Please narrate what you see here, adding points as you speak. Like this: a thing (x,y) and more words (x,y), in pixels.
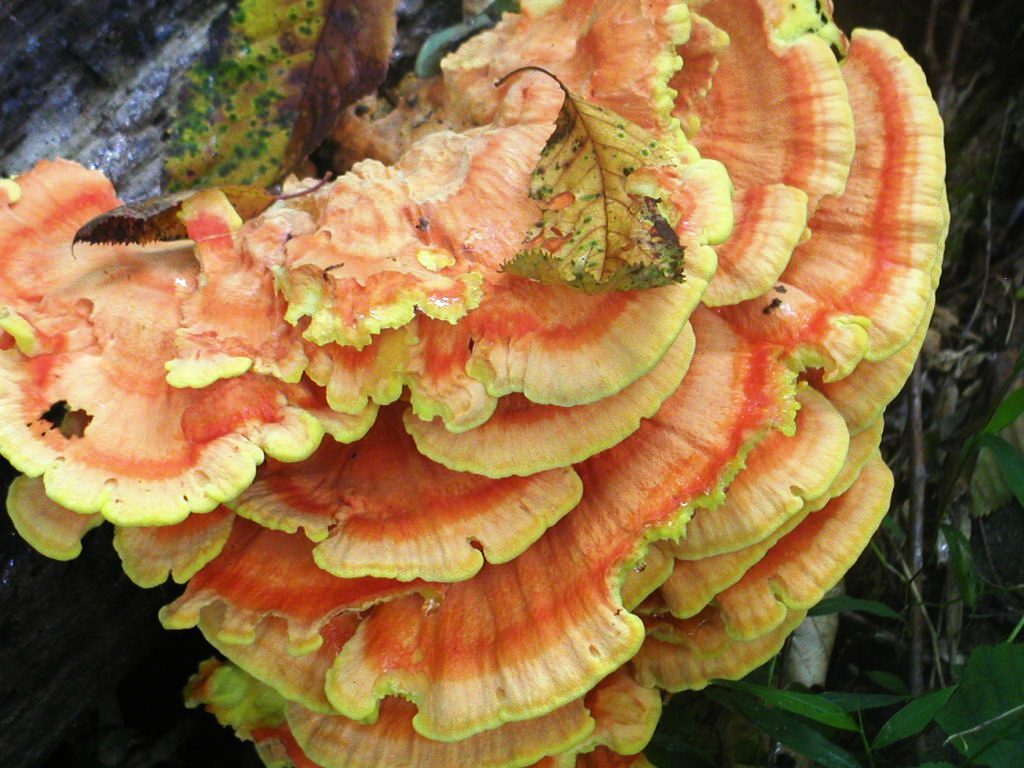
In the picture there is a yellow and pink color mushroom (652,319) and beside the mushroom (928,306) there are some leaves (837,700).
